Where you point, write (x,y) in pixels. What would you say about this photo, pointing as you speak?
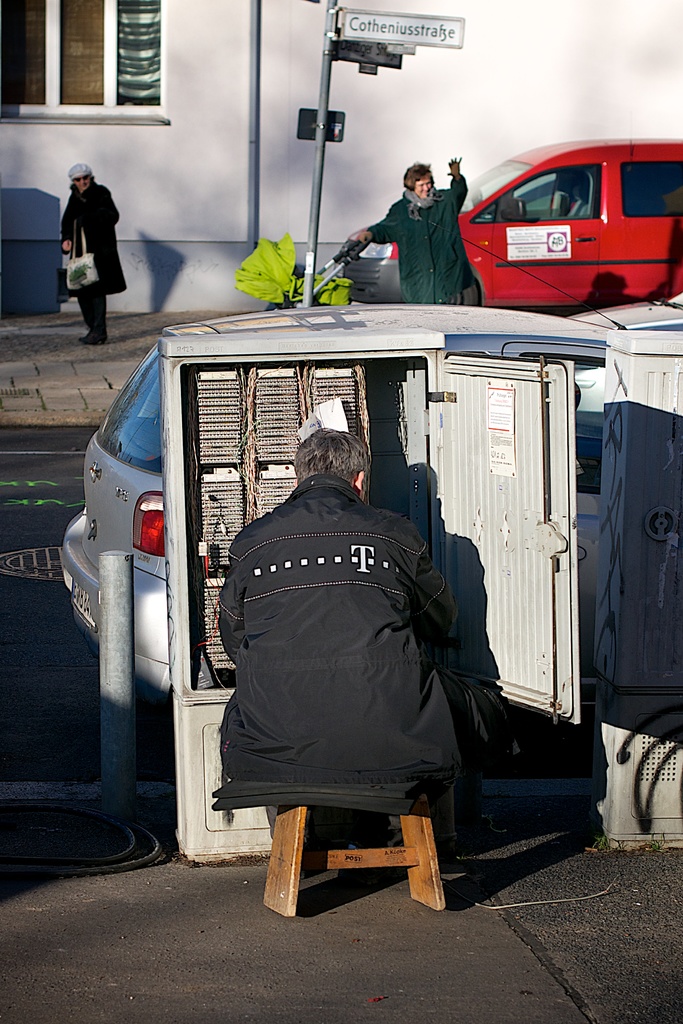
In the image in the center (250,599) we can see one person (301,768) sitting on the stool (294,882). In front of him, there is a pole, vehicle (99,464) and cabinets (398,410). In the background (386,81) there is a building (503,72), wall (400,82), window (99,52), vehicle (646,157), poles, sign boards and two persons (109,239) were standing and holding some objects (82,252).
